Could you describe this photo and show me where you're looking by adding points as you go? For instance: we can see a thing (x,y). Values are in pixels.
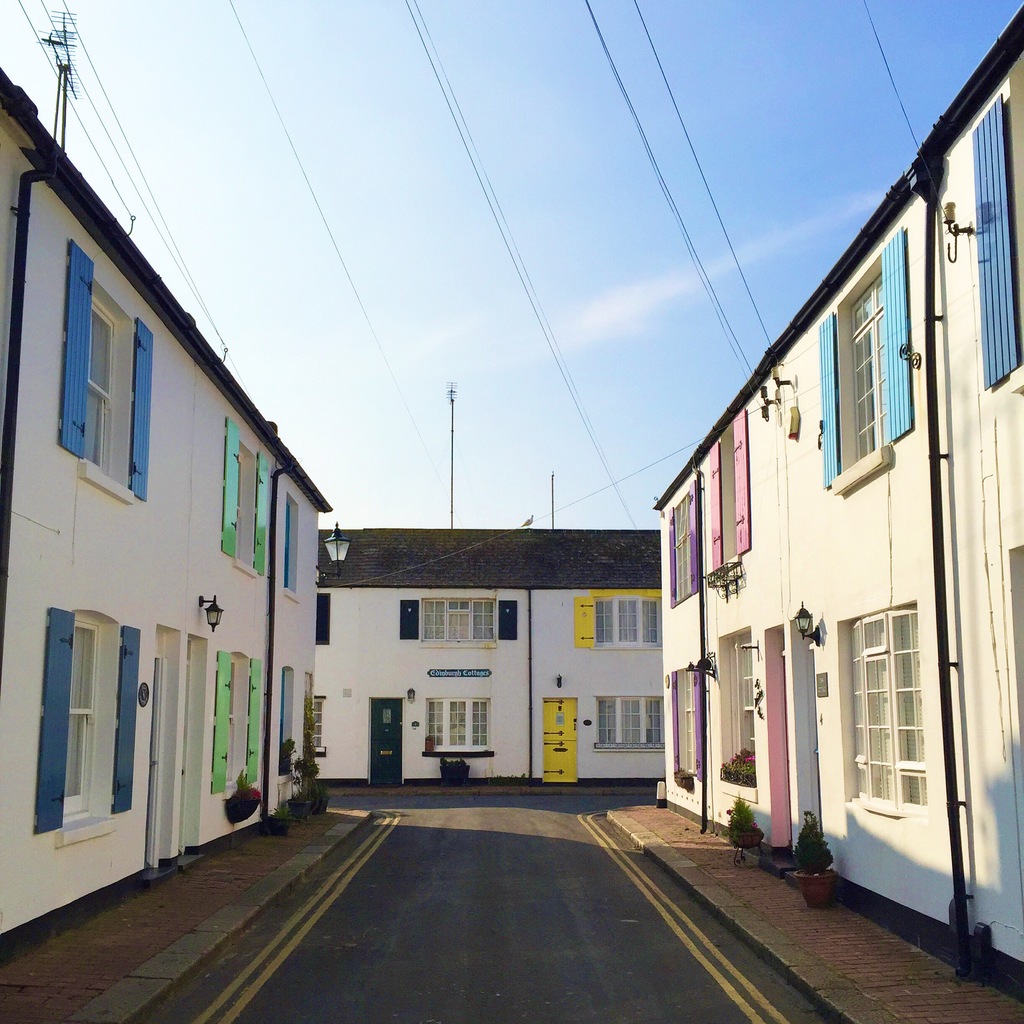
This image is taken outdoors. At the top of the image (288,206) there is the sky (558,316) with clouds (585,304). There are a few wires (79,118). At the bottom of the image (451,943) there is a road (451,934). On the left (97,590) and right sides of the image there are two buildings (794,595) with walls (820,526), windows (872,712), doors (187,733) and roofs (216,368). There are a few wires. There are two sidewalks (327,817) and there are a few plants (756,822) in the pots (289,767). In the middle of the image (481,643) there is a building (448,659) with walls (472,665), windows (487,716), doors (398,725) and a roof (478,561).
